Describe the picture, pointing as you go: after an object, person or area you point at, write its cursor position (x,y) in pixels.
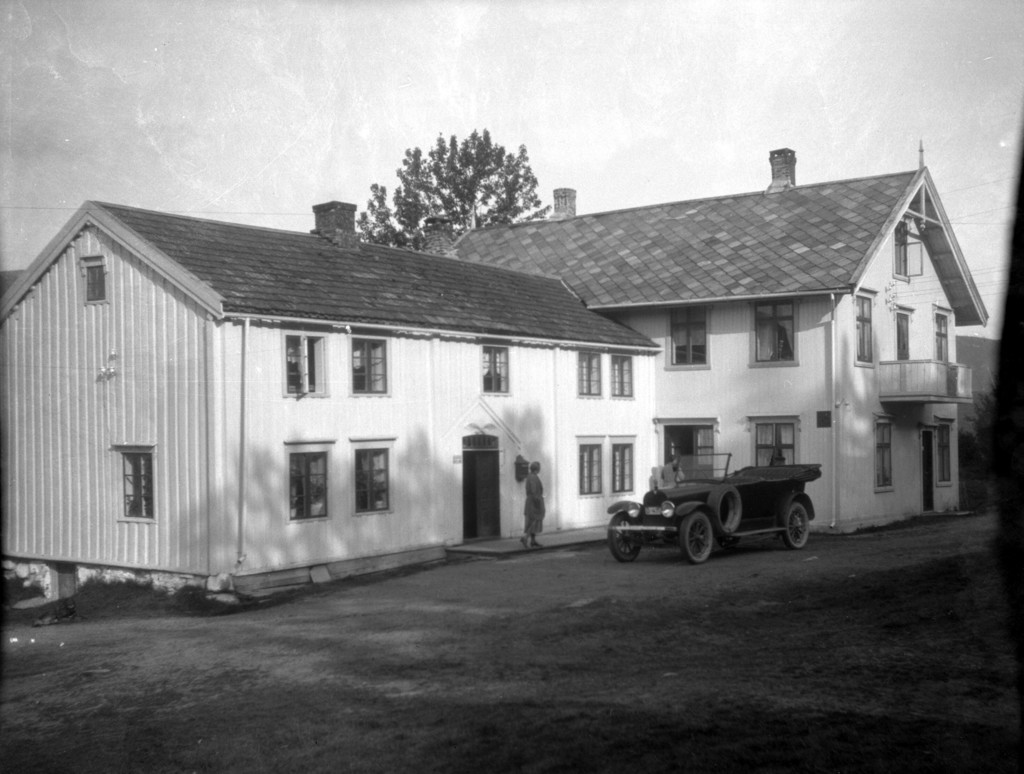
In the picture we can see a house building (75,332) side by side and we can see some windows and doors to it and just beside we can see a person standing and some vintage car (752,528) parked near to it, in the background (478,208) we can see a part of a tree (478,208) and sky (504,105).
